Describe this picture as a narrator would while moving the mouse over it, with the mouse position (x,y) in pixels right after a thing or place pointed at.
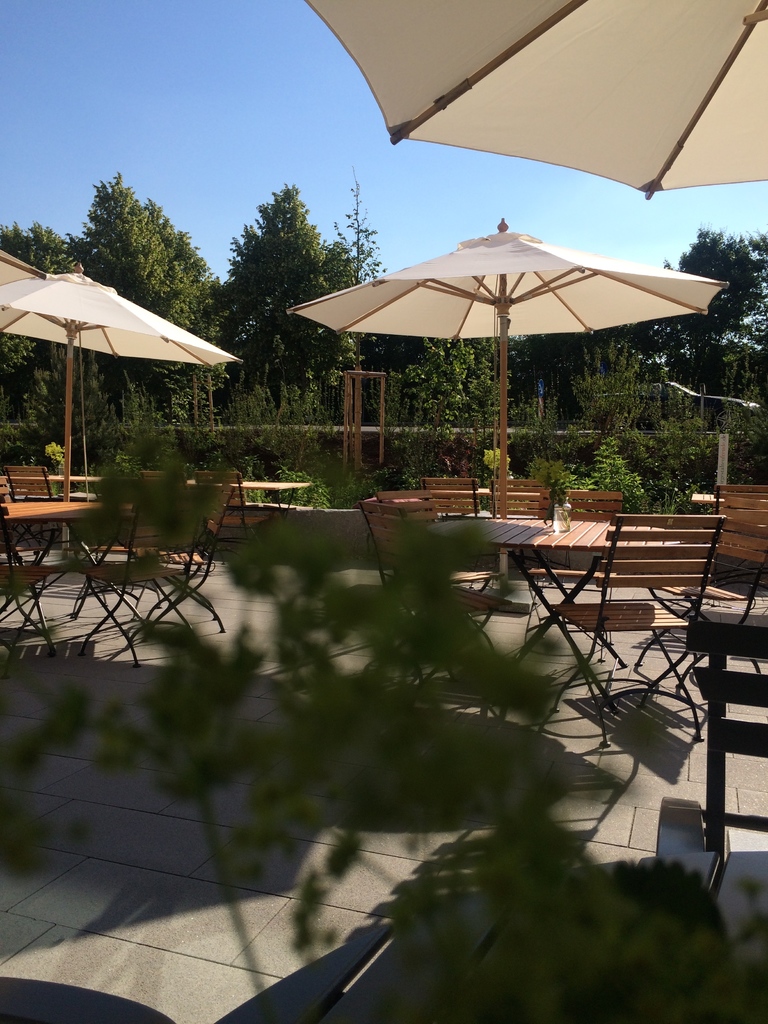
In this picture there is a plant (434,749) and there are few umbrellas (103,308), tables (531,540) and chairs (496,512) in front of it and there are trees (330,268) in the background (429,367).
